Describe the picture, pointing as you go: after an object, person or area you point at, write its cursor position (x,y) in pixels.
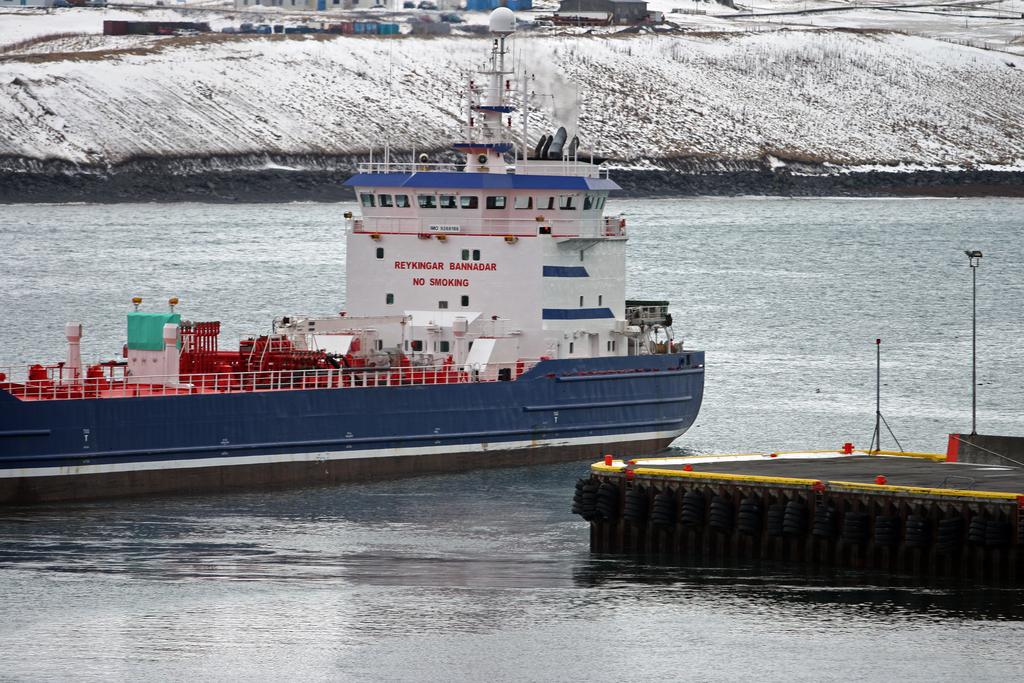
In this picture we can see water (459,598) at the bottom (425,608), there is a ship (406,469) in the water (425,609), we can see snow (192,70) in the background (538,65).
